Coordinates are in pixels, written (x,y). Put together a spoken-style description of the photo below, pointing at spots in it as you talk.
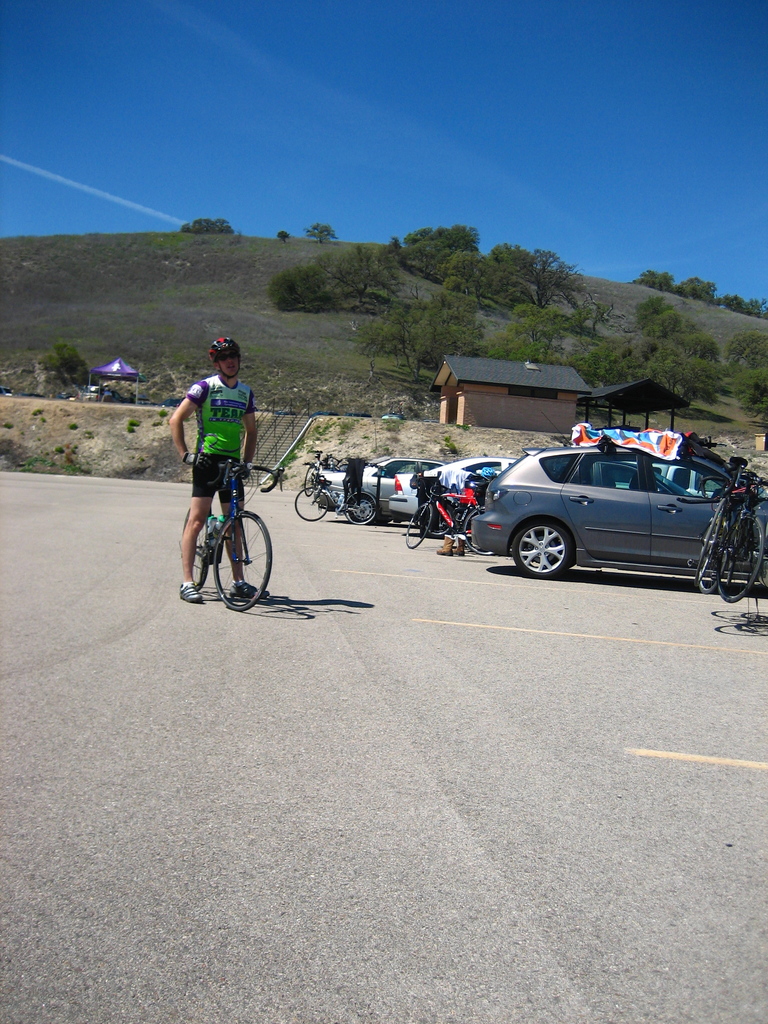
In this image I can see the person (210,431) standing and holding the bicycle (249,556). The person (244,587) is wearing the helmet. To the right (550,524) I can see few more bicycles (471,545) and vehicles (513,478) on the road (440,702). In the background (472,416) there is a house (480,421), tent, many trees (385,281) and the blue sky (436,115).
